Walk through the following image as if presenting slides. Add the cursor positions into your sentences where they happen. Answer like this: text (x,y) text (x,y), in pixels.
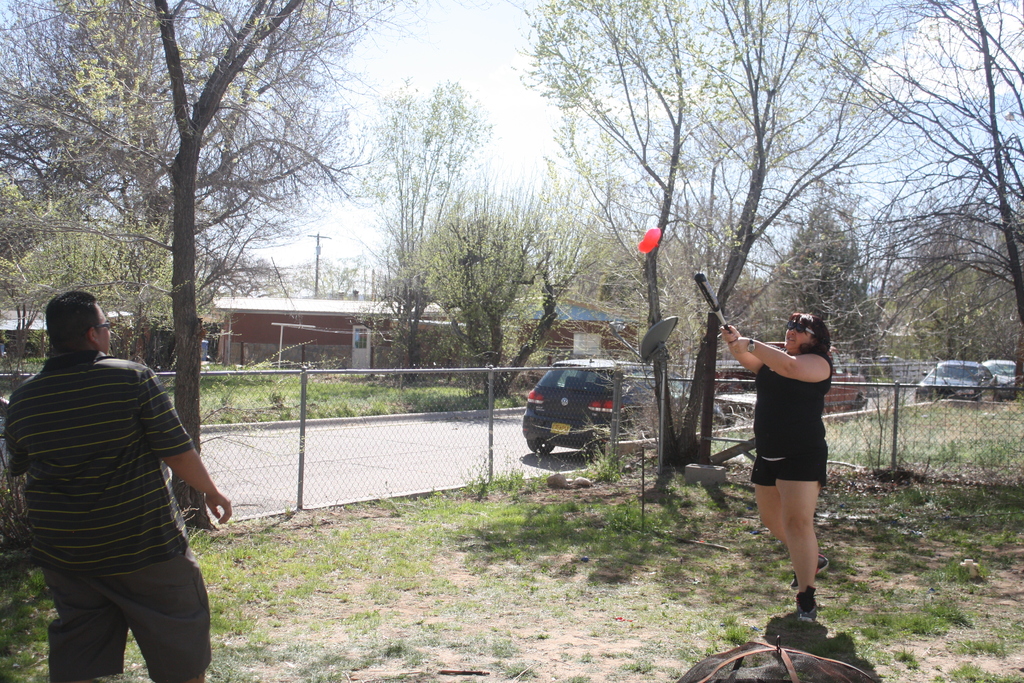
In this picture we can see two persons (39,507) standing on the ground (562,570), she is holding a bat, here we can see a fence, vehicles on the road (534,454) and buildings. In the background (558,103) we can see trees (461,282), sky (549,121).
